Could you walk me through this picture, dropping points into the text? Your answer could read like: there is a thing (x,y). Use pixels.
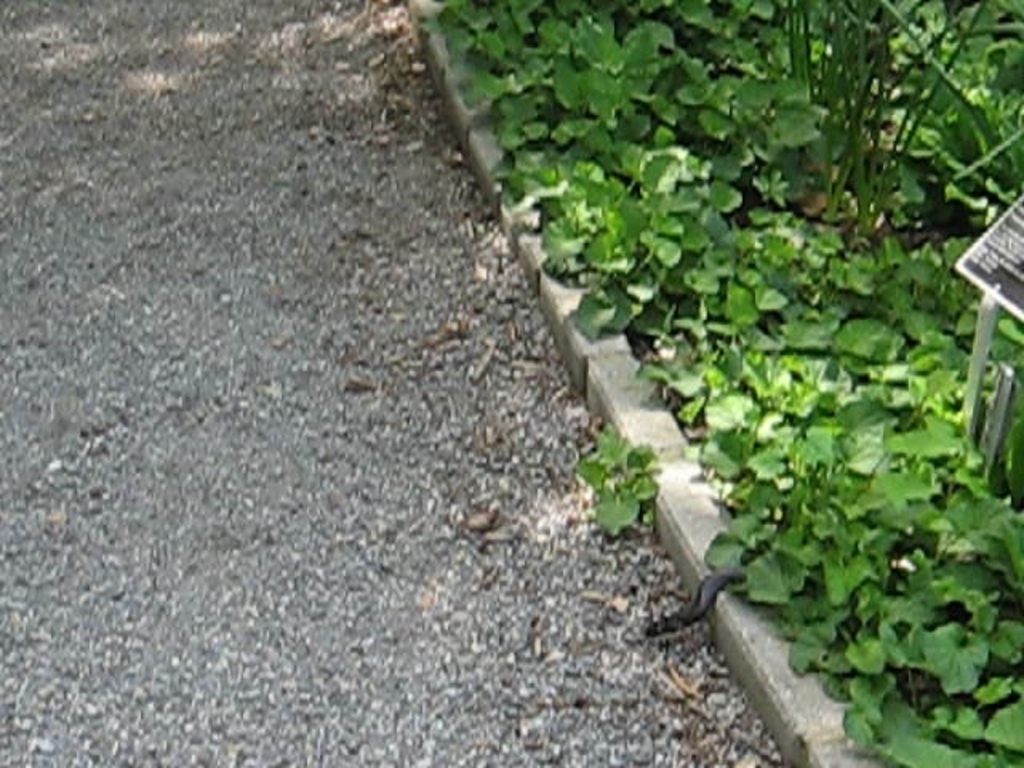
In this picture we can see stones (134,200) on the ground (366,171), plants (696,206) and some objects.
